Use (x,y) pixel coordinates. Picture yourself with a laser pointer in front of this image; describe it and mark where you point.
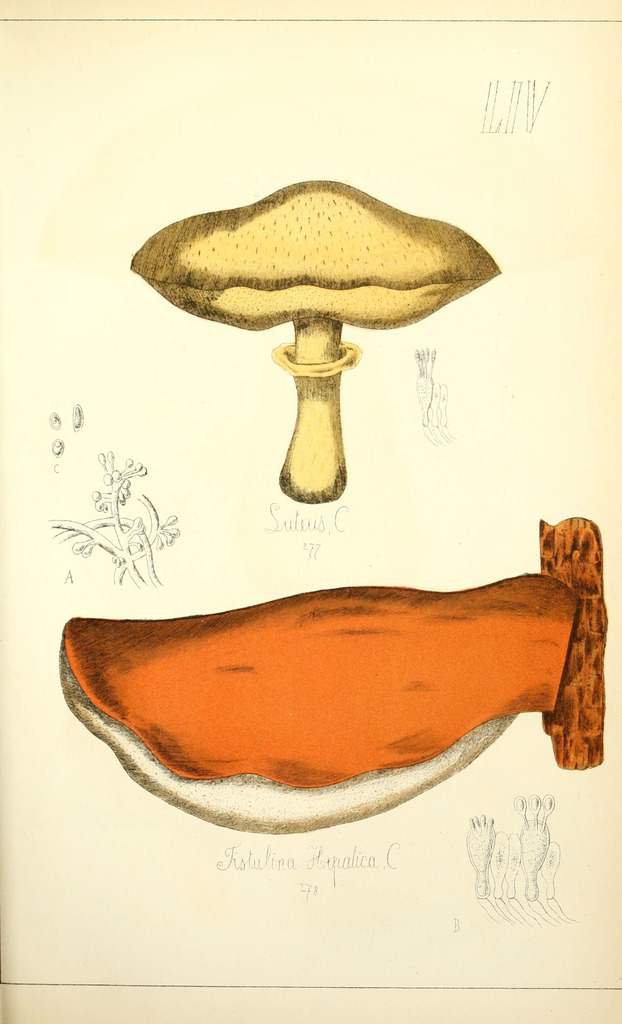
In this image there is a painting (310,371). Middle of the image (372,670) there are mushrooms (350,657). Left side (99,521) there is a stem (104,527) having buds (168,524). Bottom of the image (264,848) there is some text (237,864). Right bottom there are plants (489,849).
